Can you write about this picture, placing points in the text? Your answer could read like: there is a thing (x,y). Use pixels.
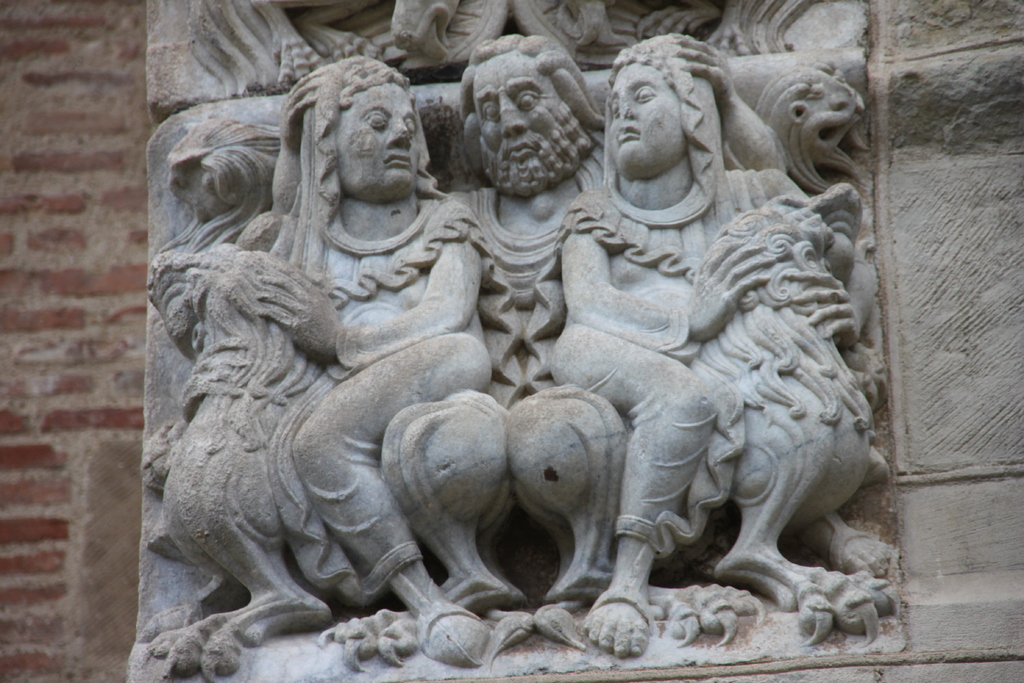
In this picture I can observe carvings (347,316) on the stone (234,240). The stone (239,316) is in grey color. These are the carvings (310,329) of humans (619,582). In the background (79,462) there is a wall (140,346).
